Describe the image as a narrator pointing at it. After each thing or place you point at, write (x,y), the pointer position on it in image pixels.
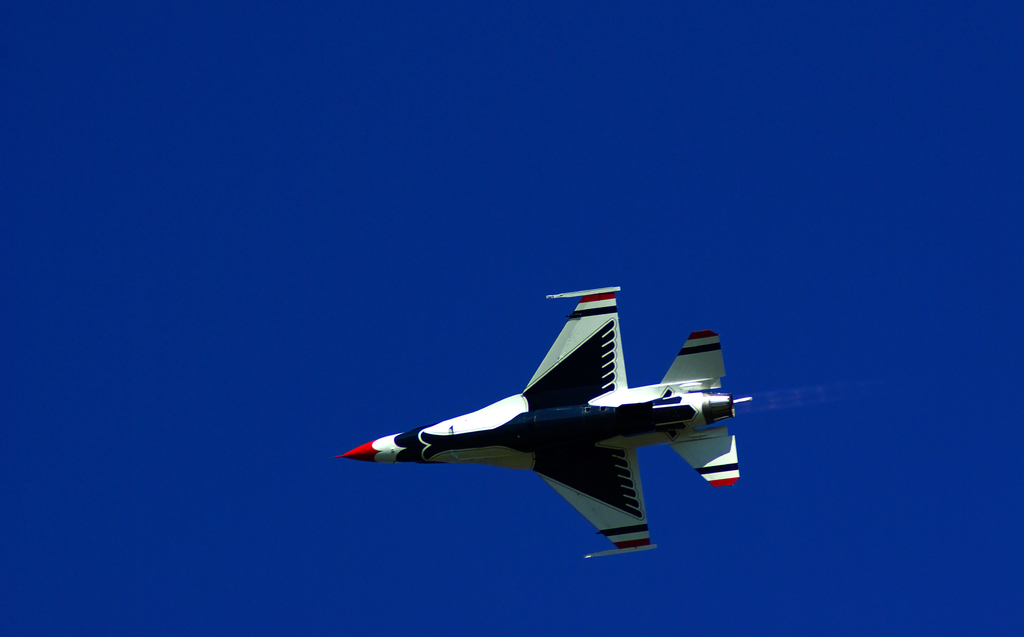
In this image I can see an aircraft (586,348) flying in air (565,103) and it is in white, blue and red color. Background (565,103) is blue color.
